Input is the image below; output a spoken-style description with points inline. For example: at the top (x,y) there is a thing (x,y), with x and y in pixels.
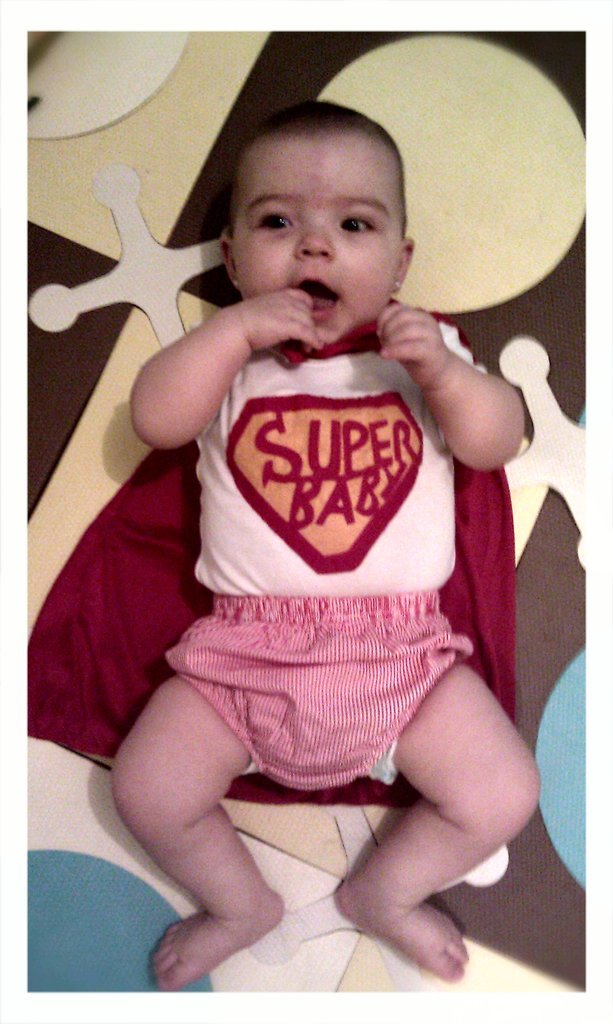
In this picture, we see a baby (367,441) is lying on the bed (323,884). The baby (305,587) is smiling. In the background (126,325), it is in white, yellow, brown and blue color. It might be a bed sheet (101,848).
